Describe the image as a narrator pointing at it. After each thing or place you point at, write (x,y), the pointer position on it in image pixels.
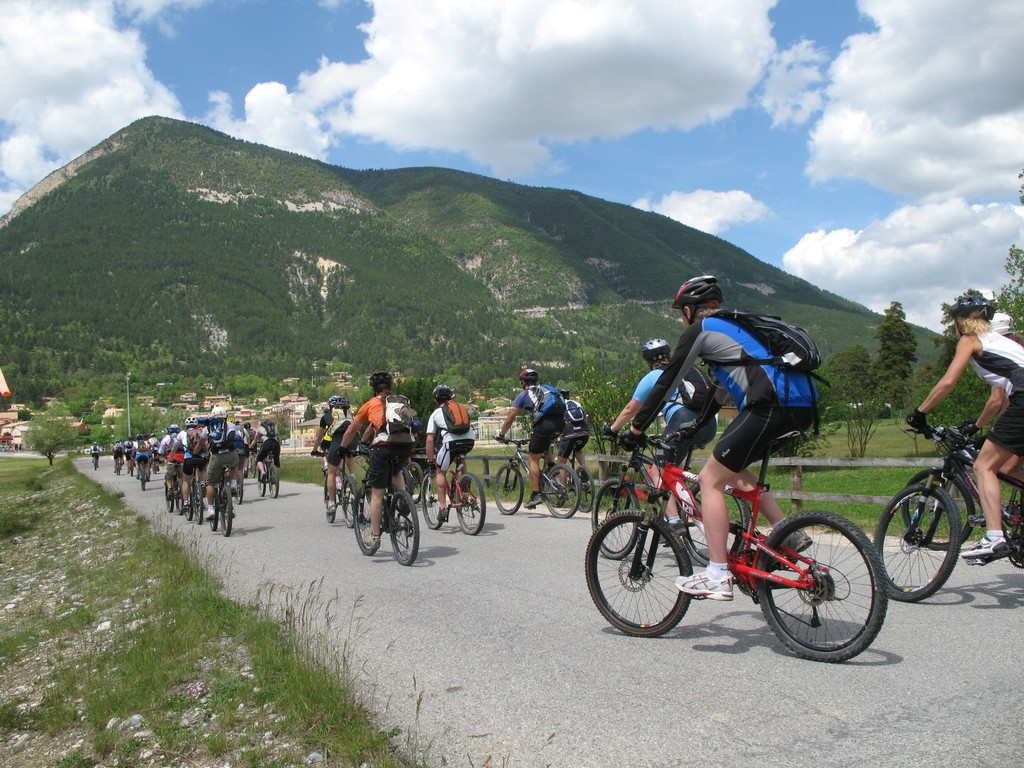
There are groups of people (374,415) riding bicycles (638,545) on the road (171,526). This is the grass (167,654). This looks like a mountain (51,327). I think these are the houses (292,406) and the trees (242,391). I can see the clouds (547,64) in the sky (763,66).
